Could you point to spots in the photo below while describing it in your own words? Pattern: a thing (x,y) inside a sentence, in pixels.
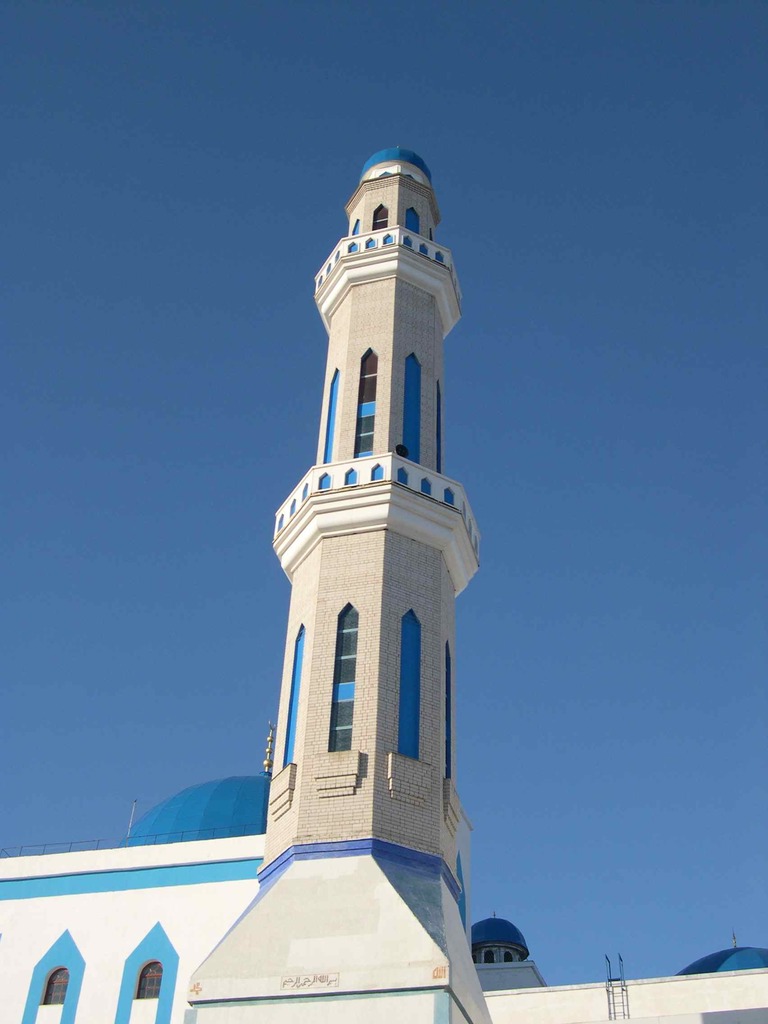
This picture shows a building (256,783) and we see a blue sky (450,229).
